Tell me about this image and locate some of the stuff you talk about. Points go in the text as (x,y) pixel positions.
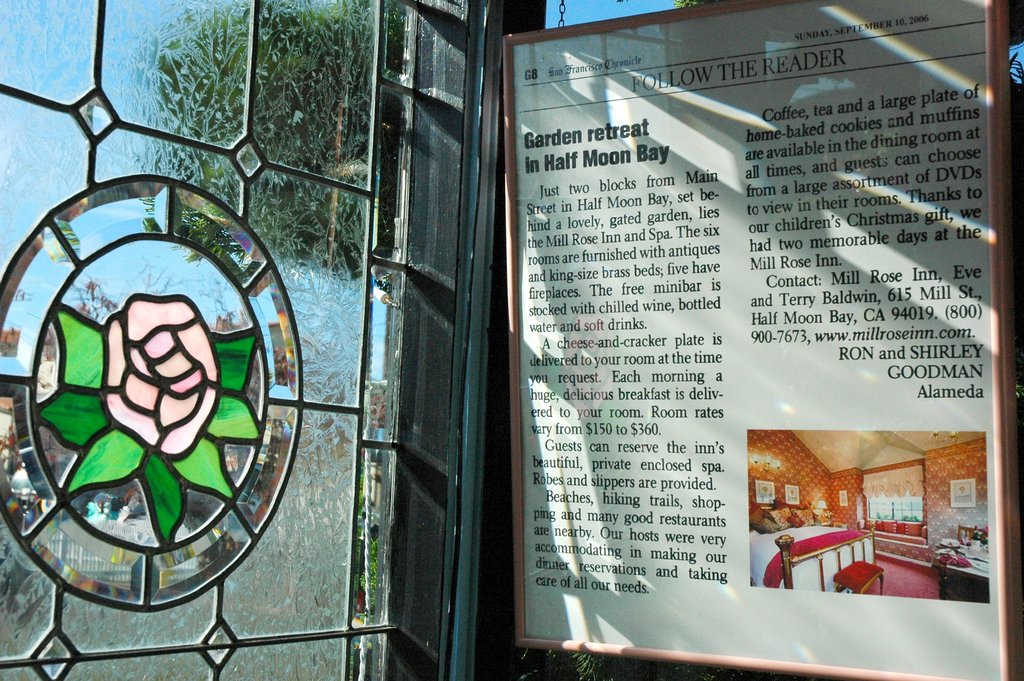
In this image we can see a board (712,312) with the text (637,154) and also the picture (907,530). We can also see a window (256,362) with the flower design (177,418). Some part of the sky (610,13) is also visible in this image.
